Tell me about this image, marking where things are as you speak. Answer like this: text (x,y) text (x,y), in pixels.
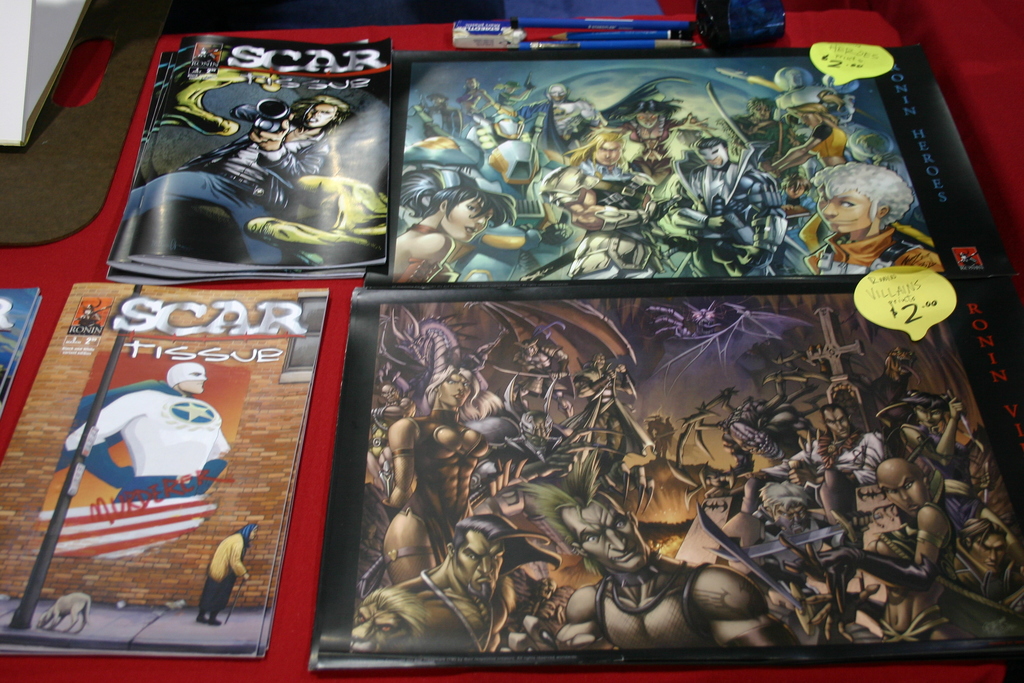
In this image there are pens (663,44), rubber (478,29), writing pad (97,132), some other objects (704,25) and books (633,272) with images (444,259) and price tags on a table (986,112).
